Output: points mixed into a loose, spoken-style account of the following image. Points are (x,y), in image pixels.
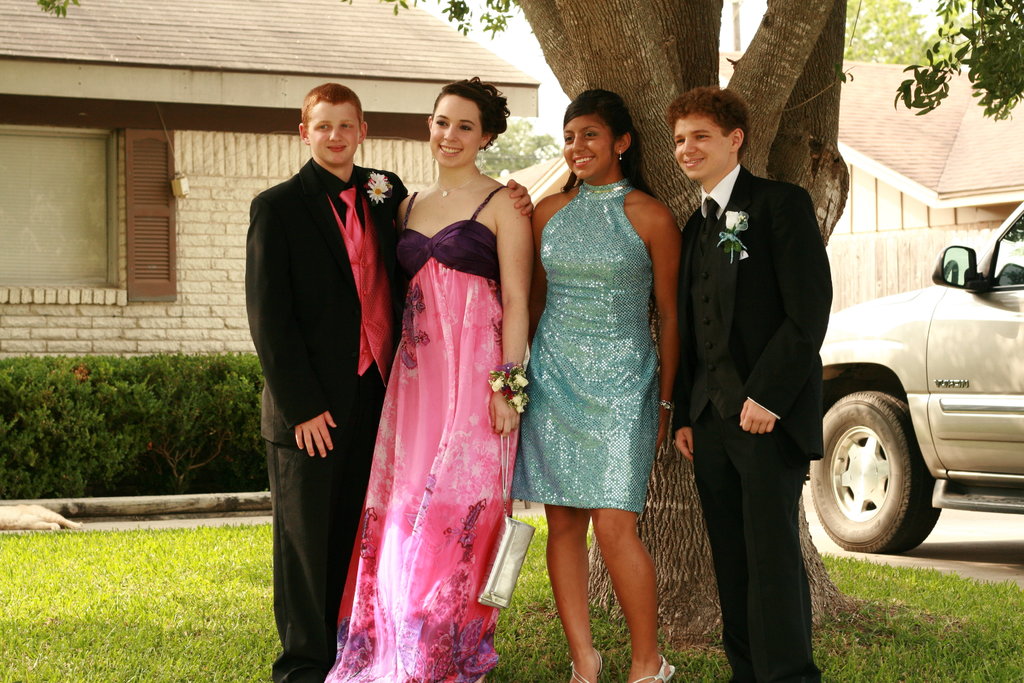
In this image I can see grass ground (186,568) and on it I can see four persons (283,451) are standing, I can see smile on their faces (471,141). On the extreme left and on the extreme right side (766,682) I can see two of them are wearing black colour dress (344,253) and in the centre (458,382) I can see one of them is holding a bag (500,542). In the background (281,125) I can see few buildings (17,308), few trees (951,15), few plants (203,368) and on the right side of this image (1004,433) I can see a vehicle (856,450).
